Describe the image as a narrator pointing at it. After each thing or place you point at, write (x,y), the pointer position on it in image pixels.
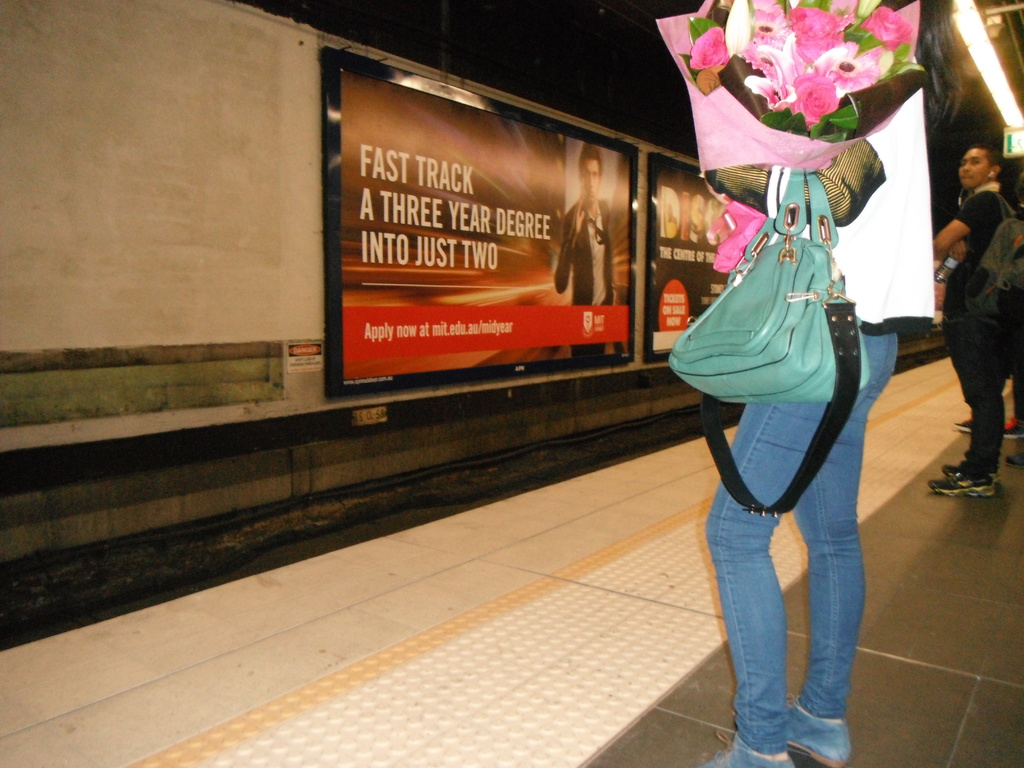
In this image I can see two people (856,420) are standing. This person (828,490) is carrying a bag (787,293) and other objects (843,99). Here I can see a wall (251,189) which has boards (423,231) attached to it. On the boards (546,216) I can see person (590,179) and something written on it. Here I can see a railway track (389,508).
